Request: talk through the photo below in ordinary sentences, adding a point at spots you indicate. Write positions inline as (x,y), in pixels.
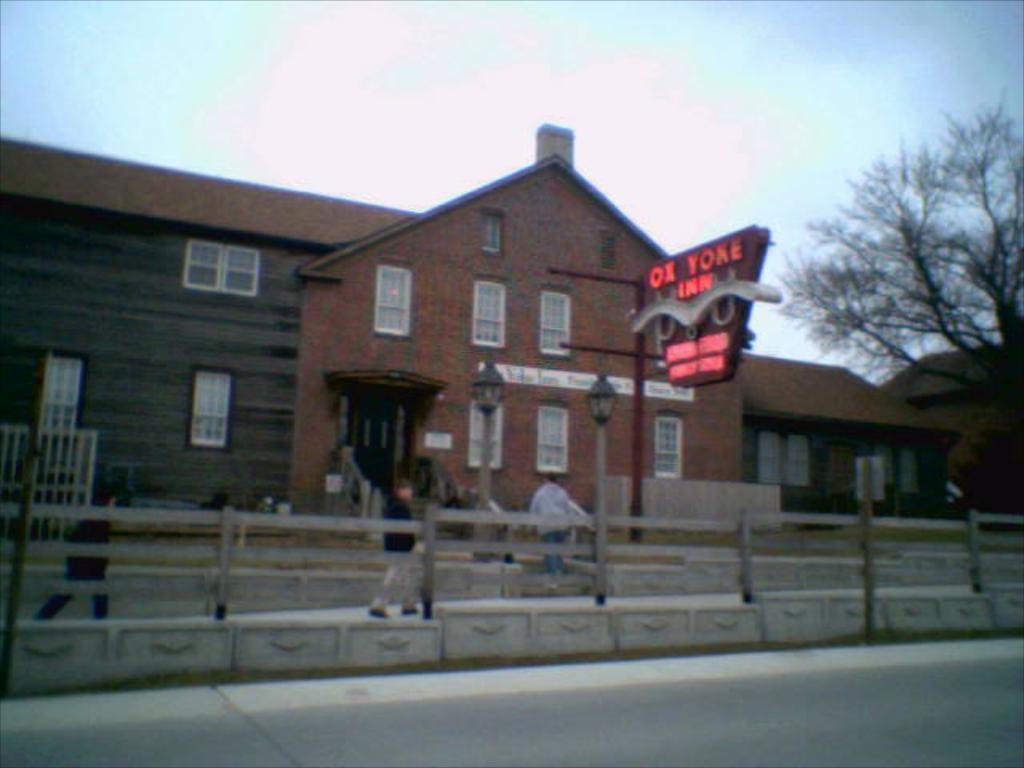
In this image I can see the building (582,357), windows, light poles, board (721,331), fencing (432,582), trees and few people (558,502). I can see the sky (637,201).
